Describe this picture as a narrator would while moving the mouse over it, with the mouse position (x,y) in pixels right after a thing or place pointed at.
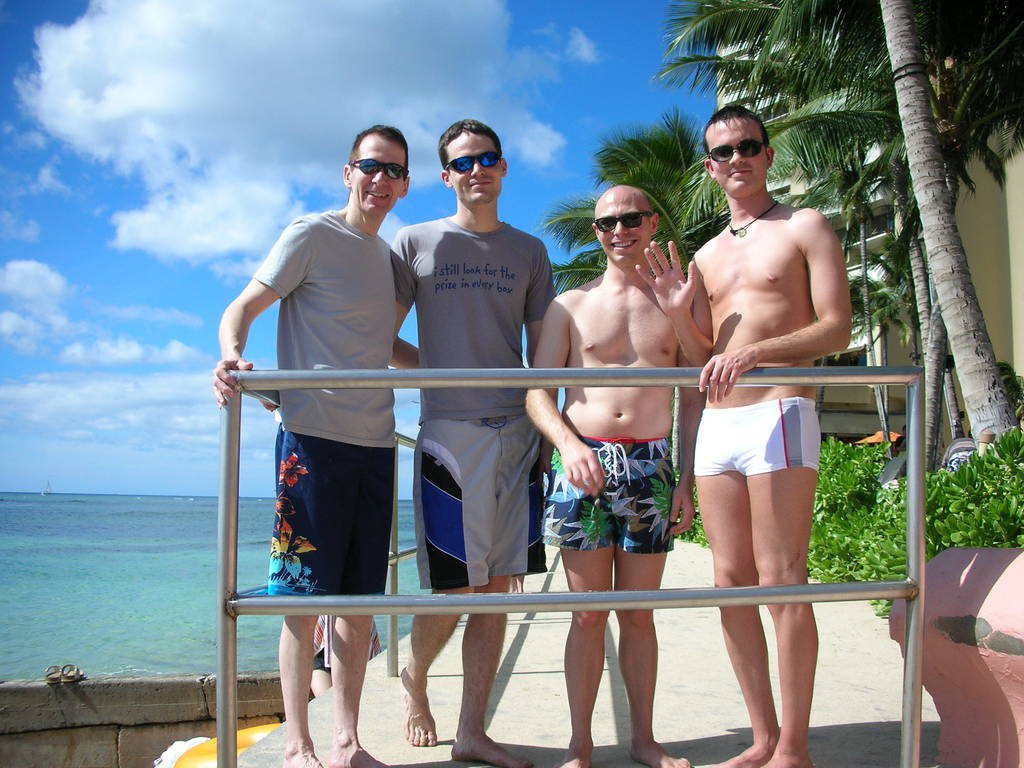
In this image we can see few people (751,324) standing and there is a railing (911,513) in front of them and there are some trees (895,3) and plants (951,532) and we can see a building (1012,237) in the background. We can see the water (142,610) and there is a wall (132,702) with some objects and we can see the sky (224,102) with clouds (73,102).
